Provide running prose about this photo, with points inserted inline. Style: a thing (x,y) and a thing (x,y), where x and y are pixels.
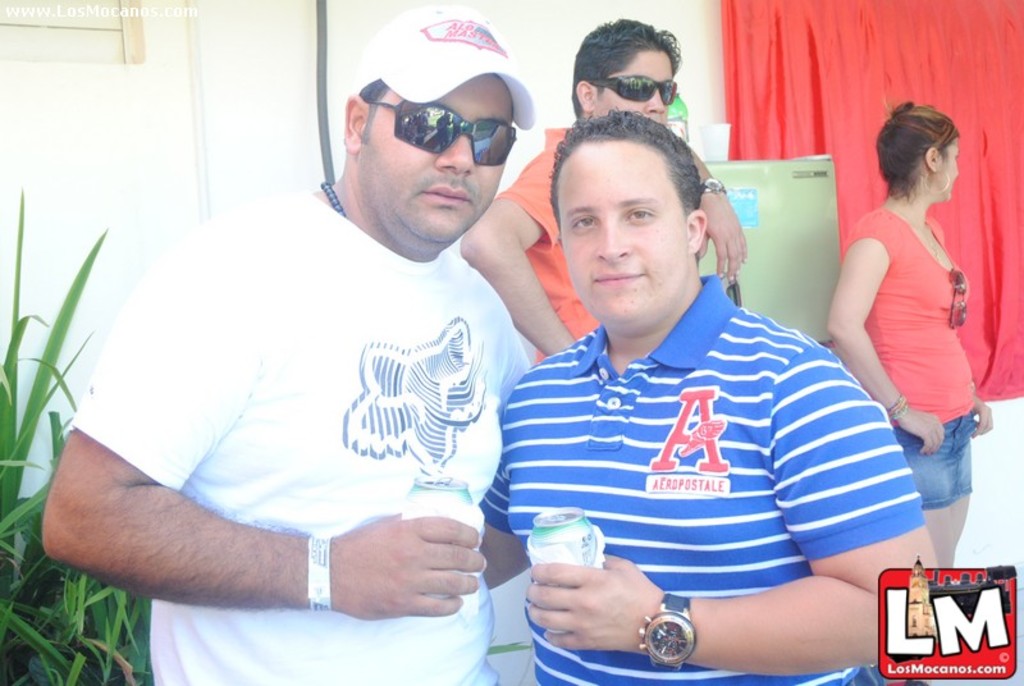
In this picture I can observe two men (368,291). Both of them are wearing T shirts (616,456) and holding things (416,508) in their hands (590,608). One of them is wearing spectacles (444,117) and a cap (444,82) on his head (410,180). In the background (897,131) I can observe a woman (893,328) on the right side (935,242). There is a curtain (867,80) which is in red color behind the woman (899,204). In the background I can observe a wall (259,80).
